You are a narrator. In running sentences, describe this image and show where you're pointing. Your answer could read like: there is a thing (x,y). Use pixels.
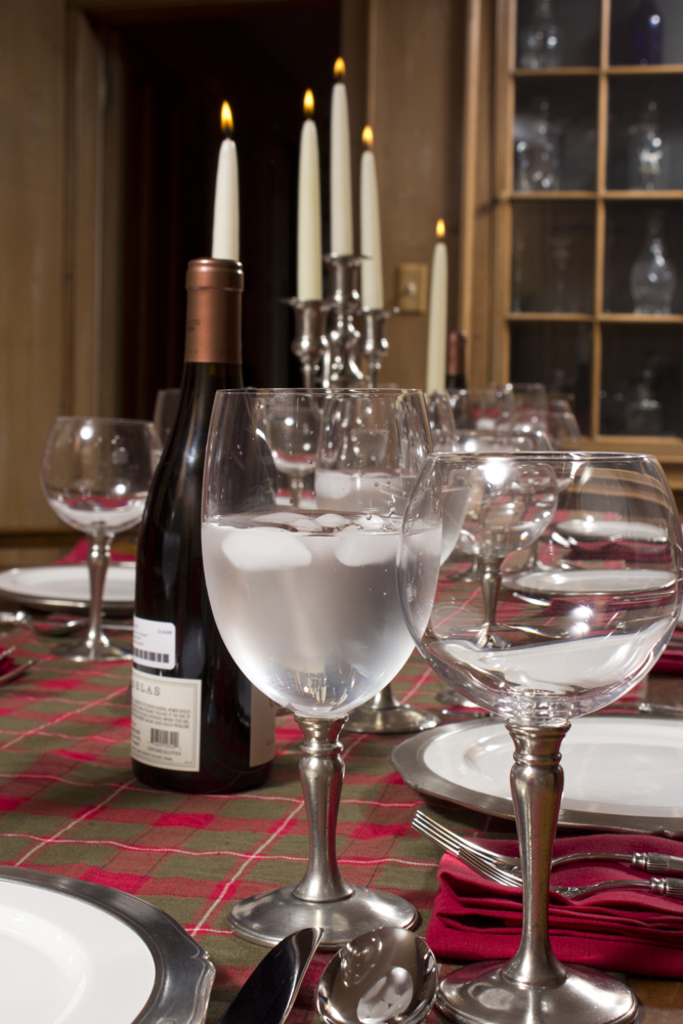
This image is clicked in a room (429,685) where there is a table (639,1000) and on that table (152,794) there is a red color cloth (419,919) and there are glasses (313,594), bottles (159,507), candles (302,268), plates (503,774), spoons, forks (517,869), napkins (590,881) on that table (597,809). There is a cupboard (579,265) in which there are glasses (666,288) on the right side (639,46) top corner.
